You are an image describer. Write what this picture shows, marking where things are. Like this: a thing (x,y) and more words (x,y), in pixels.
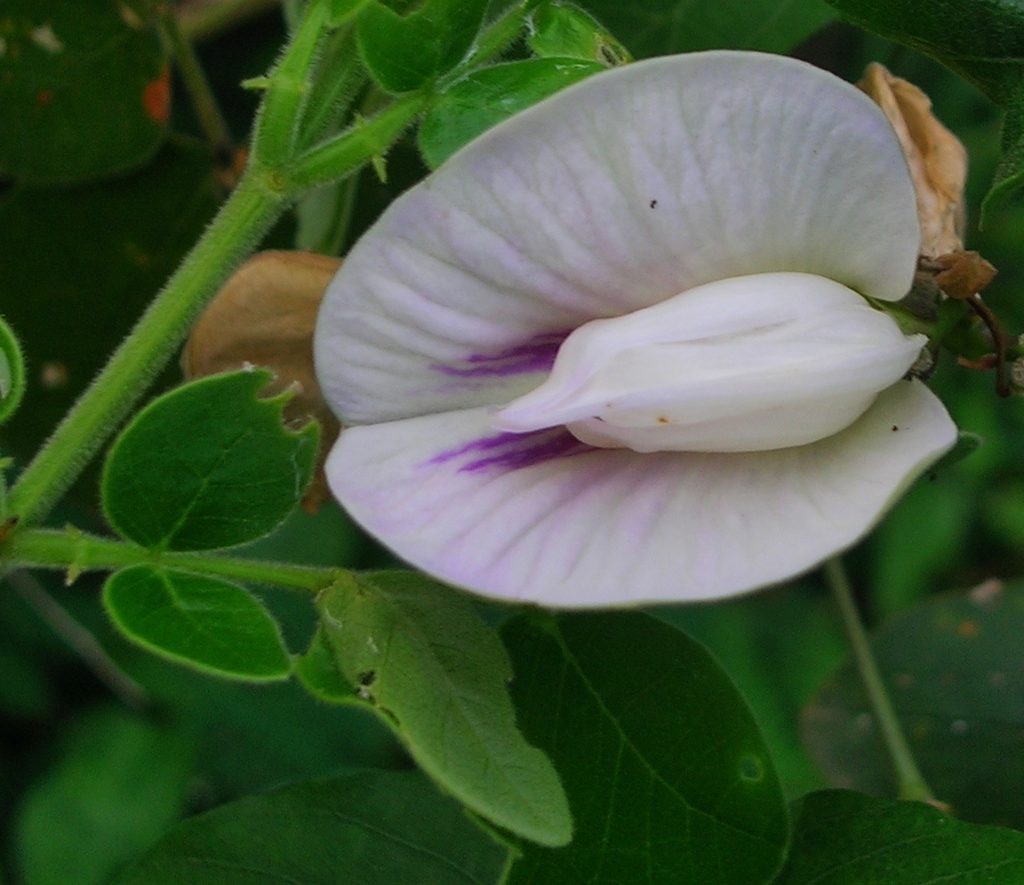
In this picture we can see a flower (416,427) and in the background (78,136) we can see leaves (539,27).
